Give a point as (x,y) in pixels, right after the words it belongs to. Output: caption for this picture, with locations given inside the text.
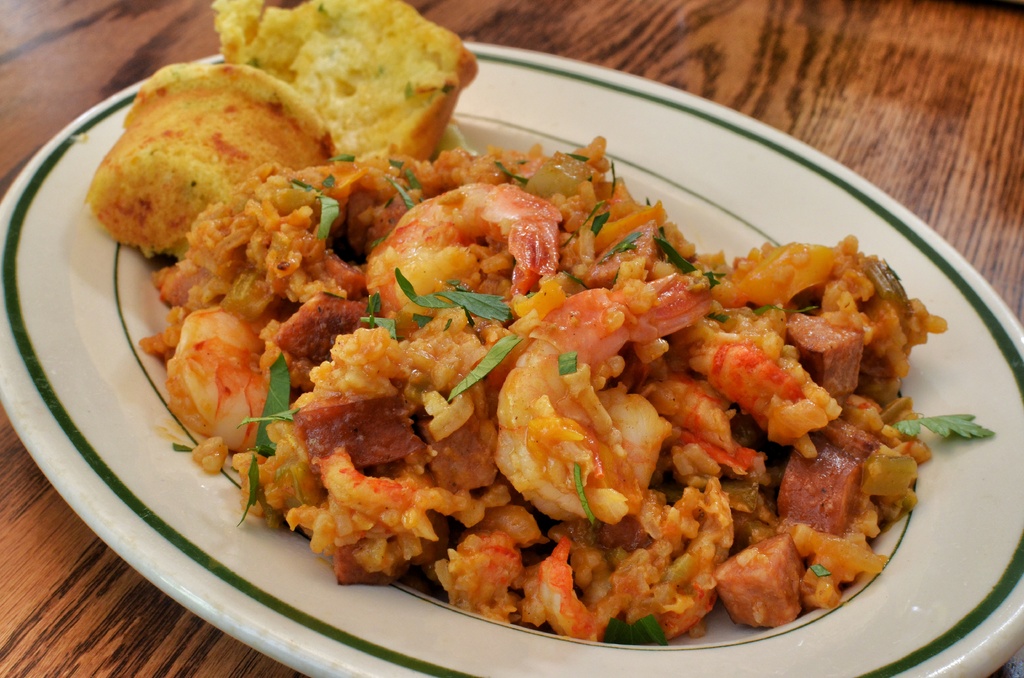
In this image, I can see a plate (761,225) which consists of food item (564,267). This plate (715,227) is placed on a table (824,55).
